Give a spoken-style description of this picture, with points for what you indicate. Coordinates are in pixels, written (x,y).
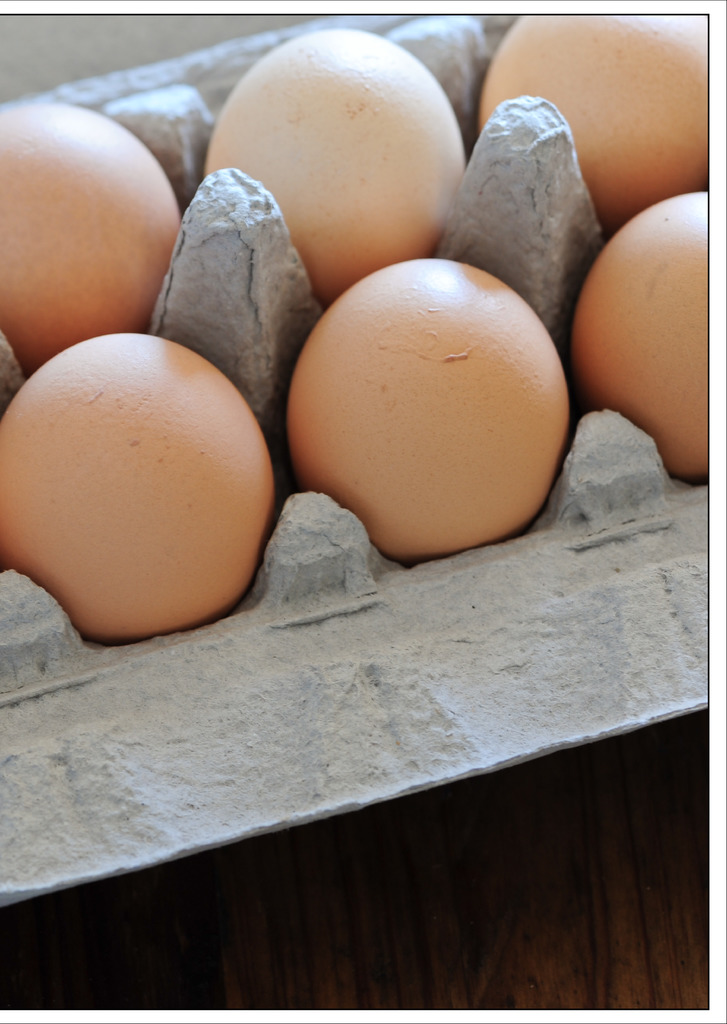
In this picture I can see eggs (237,461) in the tray (643,721).
